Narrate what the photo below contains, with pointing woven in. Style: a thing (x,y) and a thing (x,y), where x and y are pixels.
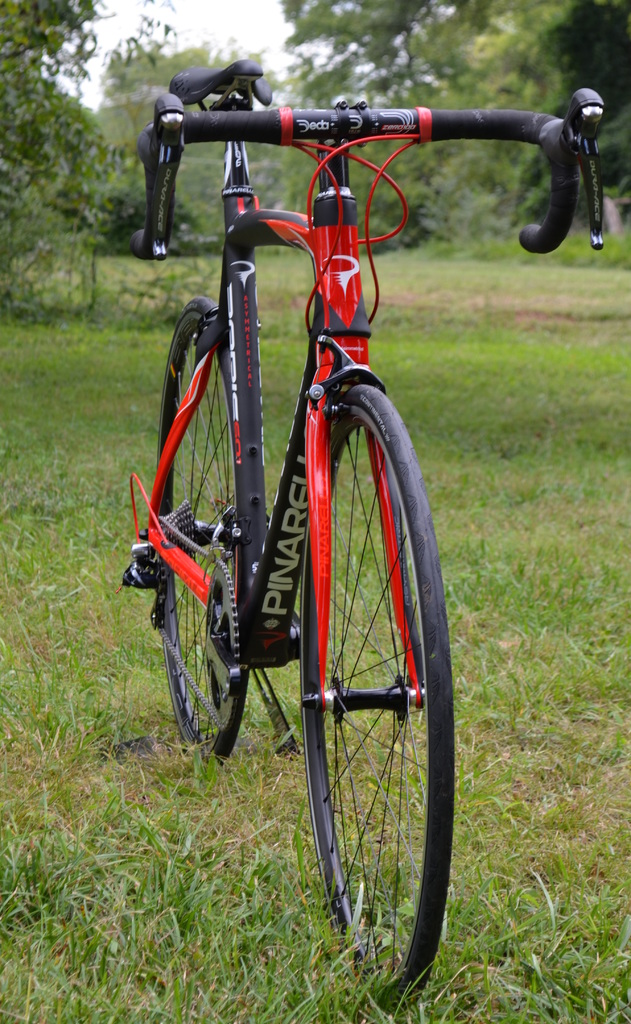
In this image in the center (235,536) there is one cycle (283,652), at the bottom (270,956) there is grass (455,395) and in the background (267,153) there are some trees (409,176).
